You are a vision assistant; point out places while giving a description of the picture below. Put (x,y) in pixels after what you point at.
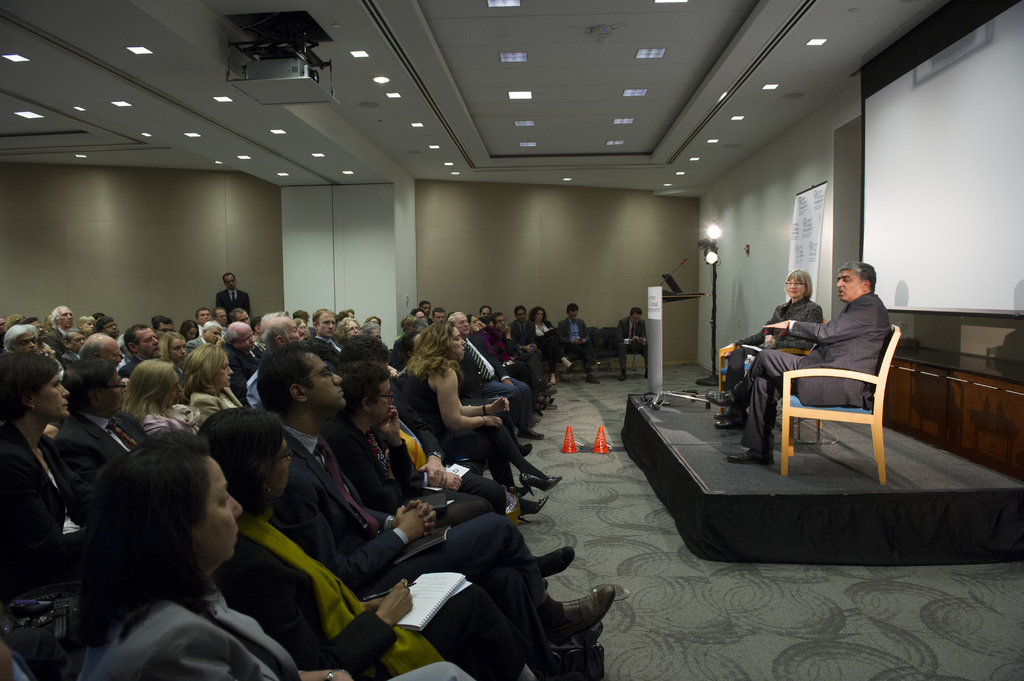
In this image i can see a large number of people (333,391) sitting and in the background (259,310) i can see a person (230,292) standing, a wall (168,265), a projector (303,55) and some lights (356,56) to the ceiling (368,77).
